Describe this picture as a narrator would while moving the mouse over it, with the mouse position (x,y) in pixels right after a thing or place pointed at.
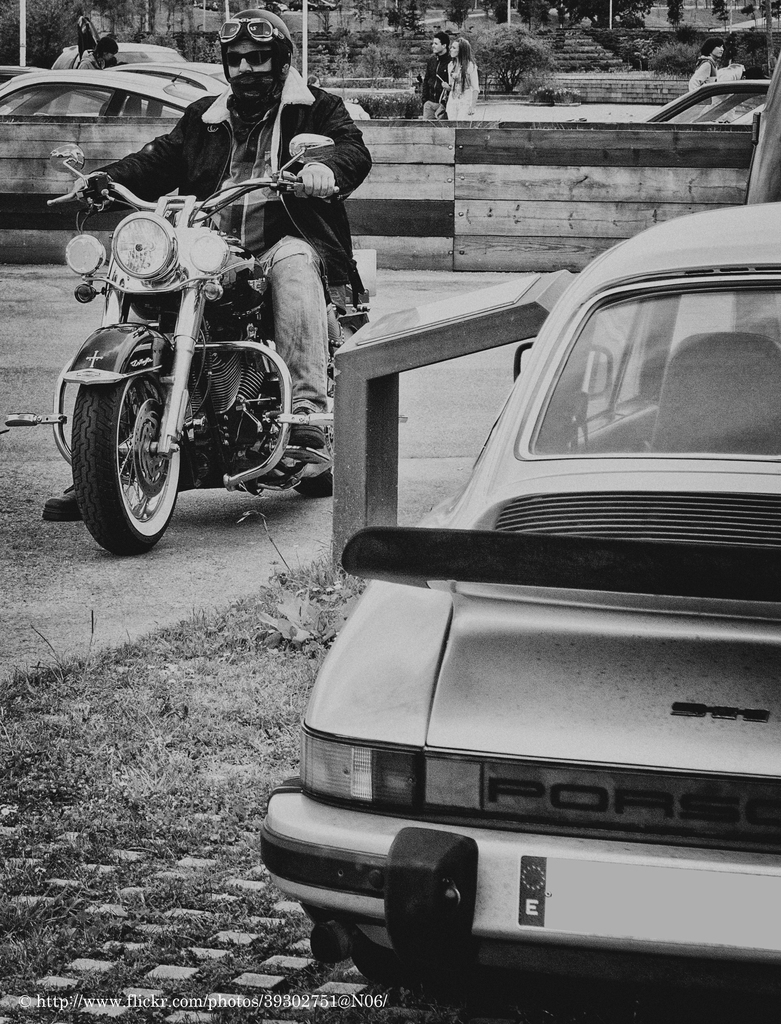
This picture shows man (145,150) riding a motorcycle (131,554) and we see few people (449,78) standing and few cars (185,59) parked on the side.
